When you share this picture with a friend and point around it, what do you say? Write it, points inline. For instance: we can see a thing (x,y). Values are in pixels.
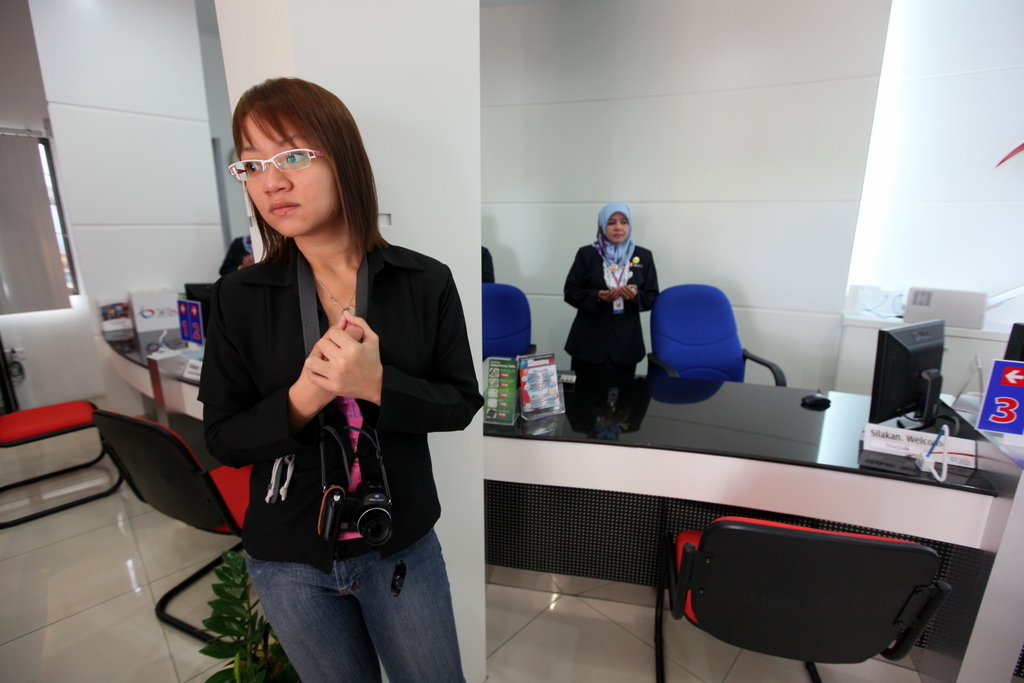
In the picture I can see chairs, people (423,323) standing on the floor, a monitor (914,391) and some other objects (500,447) on the floor (63,462).
